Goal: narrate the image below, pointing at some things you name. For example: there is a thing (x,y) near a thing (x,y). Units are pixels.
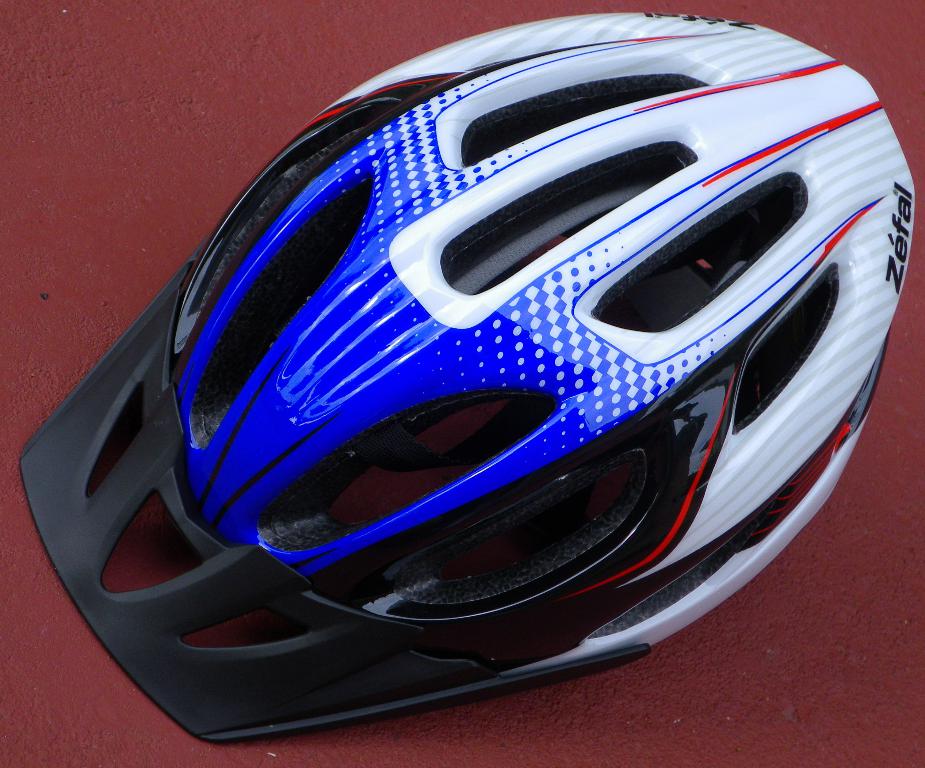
In this image there is a helmet (537,421) on the floor (618,671).
